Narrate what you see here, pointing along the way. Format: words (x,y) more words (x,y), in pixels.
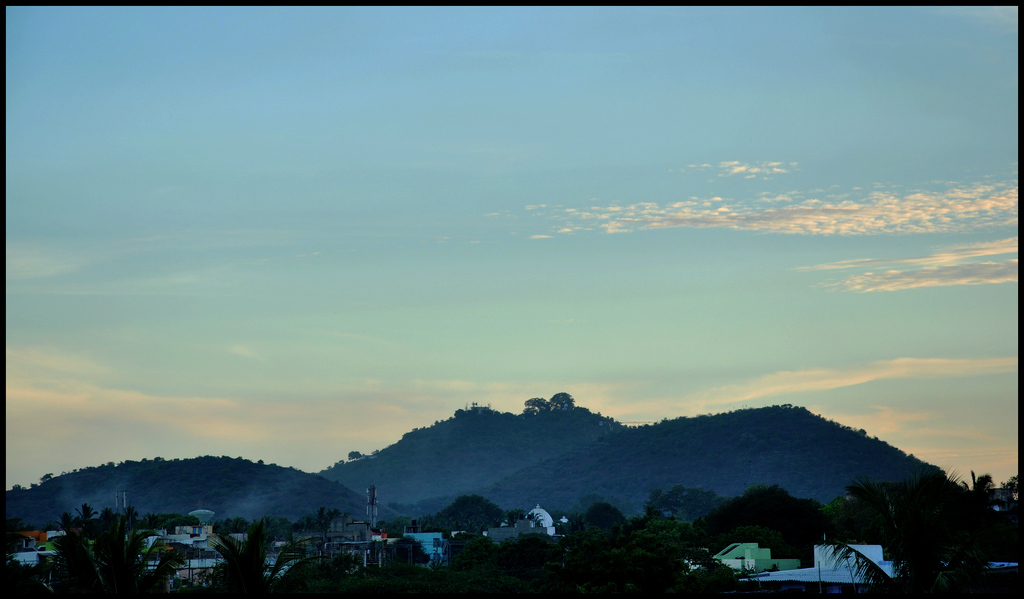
At the bottom of the picture (547,516) we can see trees (691,576), buildings (324,553), cell phone towers (126,503) and hills (461,477). The hills (566,470) are covered with trees (796,460). In the background (552,204) it is sky (531,255).
